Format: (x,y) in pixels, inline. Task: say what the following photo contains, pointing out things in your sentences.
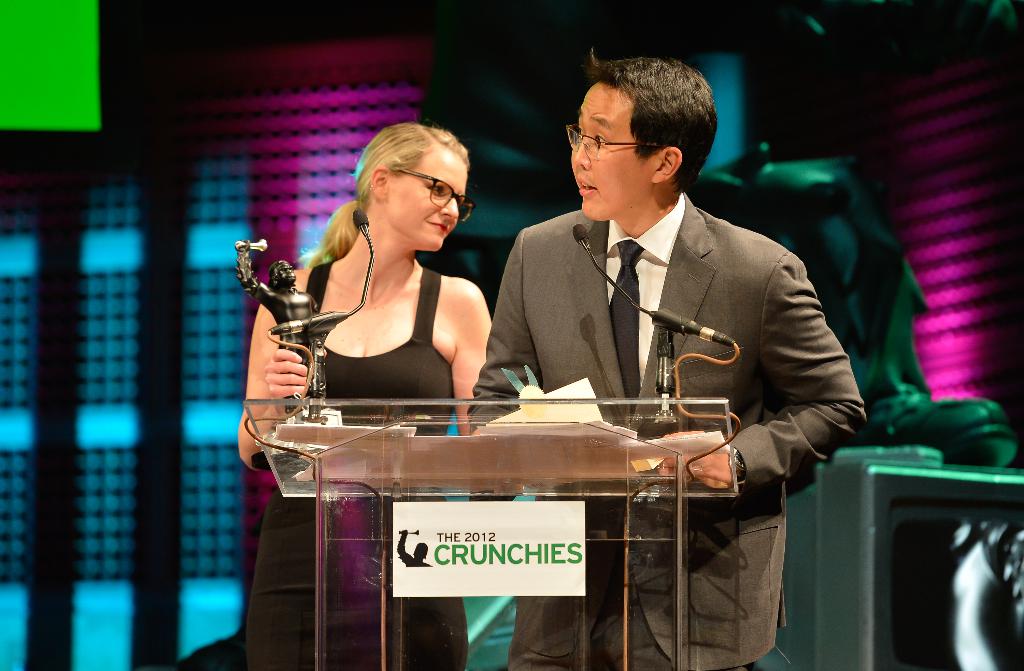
In the middle of the image (445,419) we can see a podium (274,407), on the podium (447,640) there are two microphones (321,380). Behind the podium (274,429) two persons (266,341) are standing and holding a shield (291,299) and papers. Behind them there is wall (478,31).
